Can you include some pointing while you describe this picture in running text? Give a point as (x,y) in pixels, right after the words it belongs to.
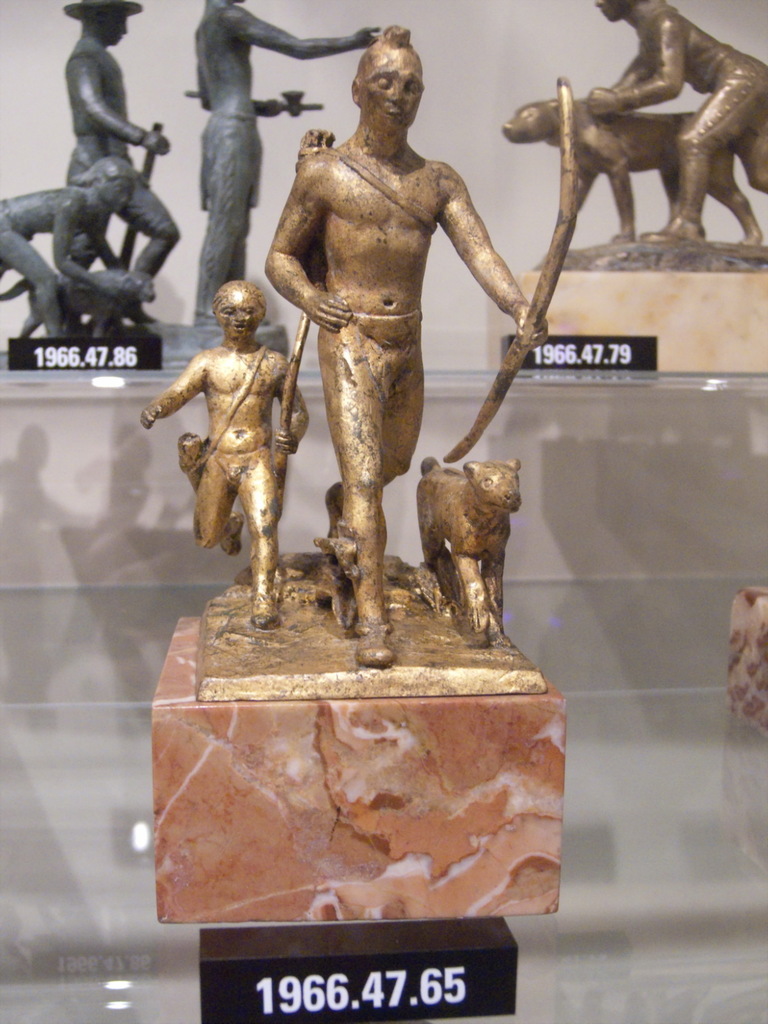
In this picture we can see couple of idols (455,242).
